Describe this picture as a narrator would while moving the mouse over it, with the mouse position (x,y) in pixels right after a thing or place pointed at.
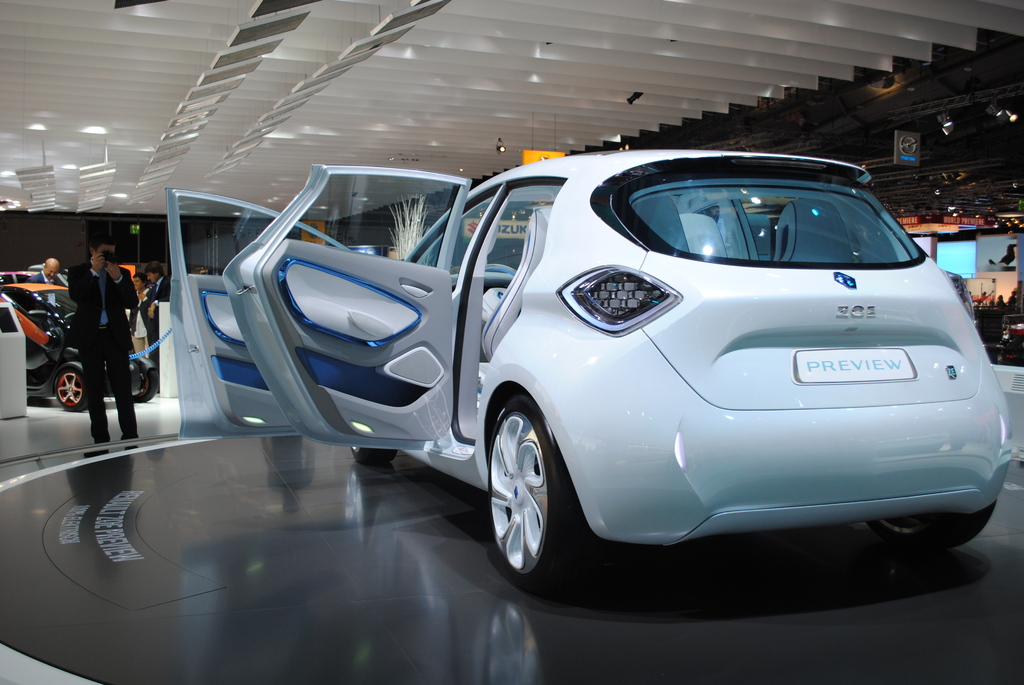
It is a car (915,394) which is in white color, in the left side (93,393) a man (127,410) is standing and taking the photograph of this, he wore a black color coat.
